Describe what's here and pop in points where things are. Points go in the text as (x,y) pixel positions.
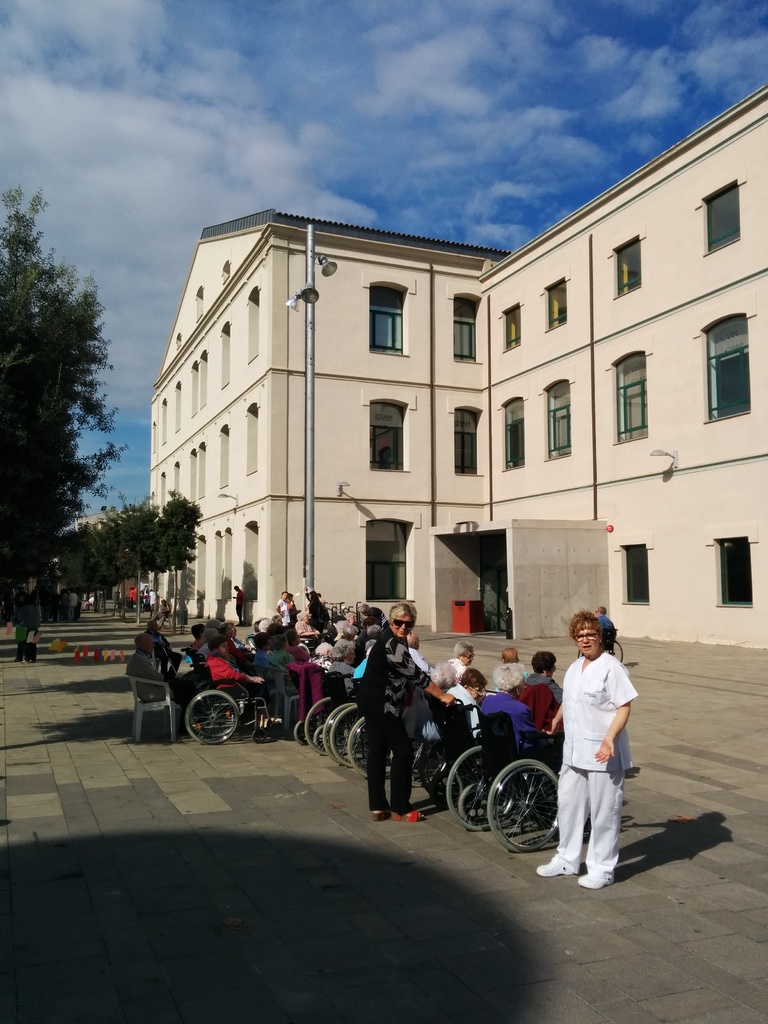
In this picture there is a building (533,446) in the center of the image (434,522) and there are trees (50,573) on the left side of the image (137,517), there are people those who are sitting on wheelchairs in the center of the image (271,656).
